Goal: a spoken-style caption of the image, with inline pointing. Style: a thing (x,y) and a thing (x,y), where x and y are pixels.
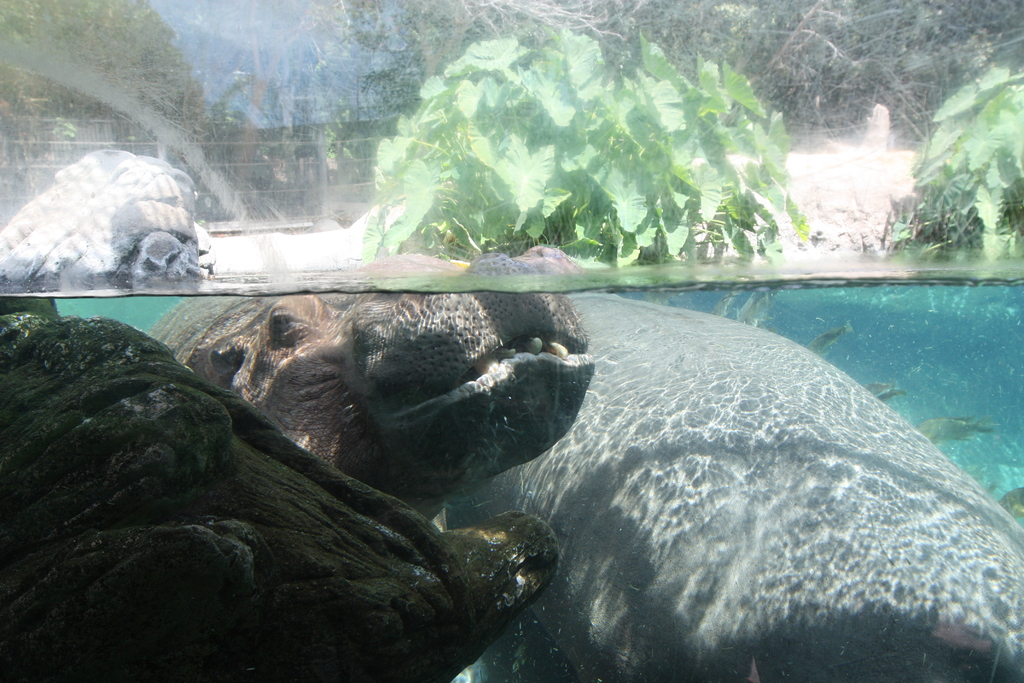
At the bottom of the image (246,460) I can see an animal mouth (416,428) behind the rock (301,583). This is an inside view of water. At the top (80,194) I can see few plants (694,179) and a rock (98,203) on the ground (269,244). In the background (591,21) there are some trees (565,13).
